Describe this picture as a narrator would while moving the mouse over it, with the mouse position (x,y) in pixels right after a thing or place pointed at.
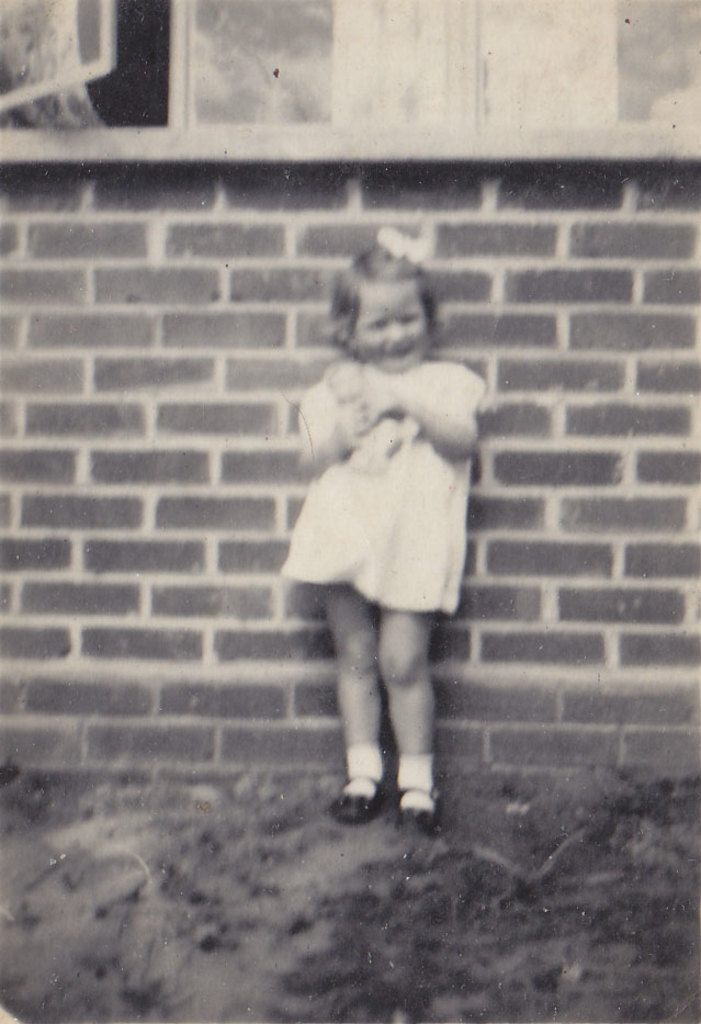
It is the black and white image in which there is a girl (398,442) standing in front of the wall (539,359). At the top (408,87) there are windows (265,69). Through the window (99,93) we can see the curtain (85,111). On the ground (329,848) there is sand (329,848).
